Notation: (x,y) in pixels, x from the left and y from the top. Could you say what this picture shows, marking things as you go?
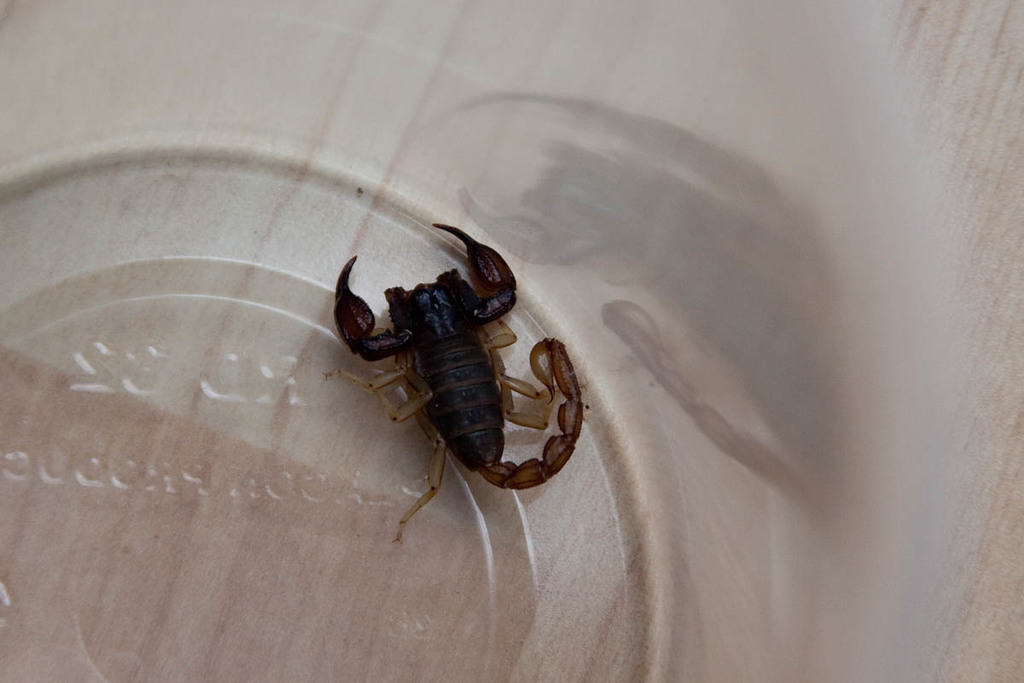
This picture contains scorpion (440,452). It is in black color. In the background (171,255), it is white in color and it is blurred in the background (694,96).
